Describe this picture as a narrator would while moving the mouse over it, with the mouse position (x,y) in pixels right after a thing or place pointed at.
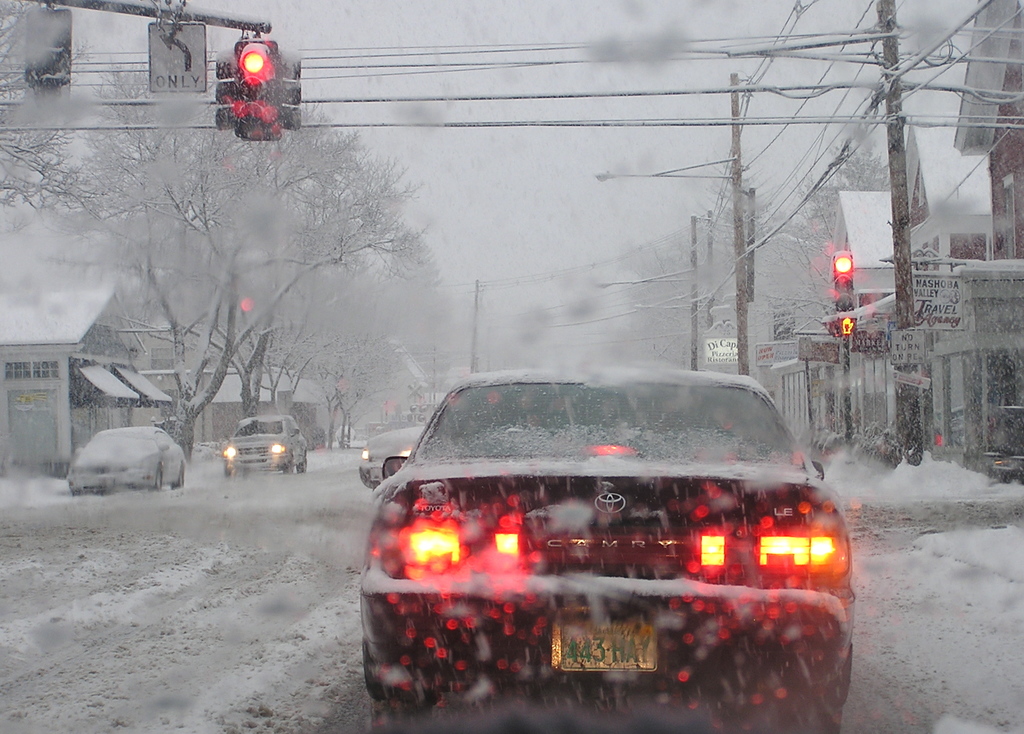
There are few vehicles (498,434) on the road (353,472) and there are trees (402,310) and houses (867,277) on either sides of it which are covered with snow (884,248).
